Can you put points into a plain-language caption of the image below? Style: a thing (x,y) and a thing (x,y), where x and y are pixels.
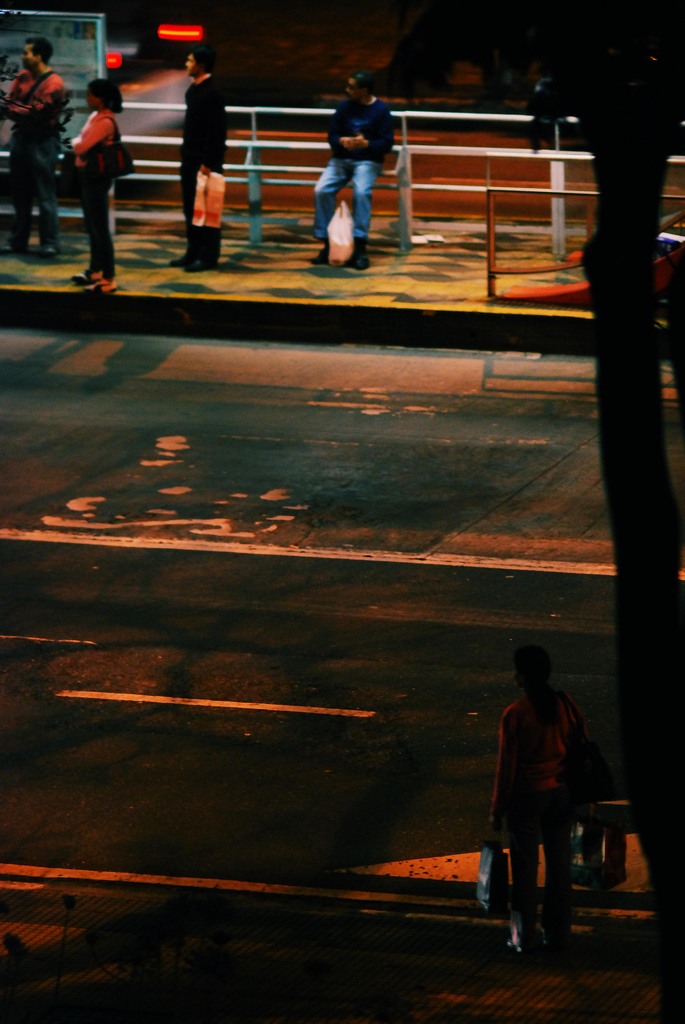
In this image there are people (14,90), railing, board (58,67), road (399,513), tree (612,316) and objects (601,855). Near them there are objects (586,838).
